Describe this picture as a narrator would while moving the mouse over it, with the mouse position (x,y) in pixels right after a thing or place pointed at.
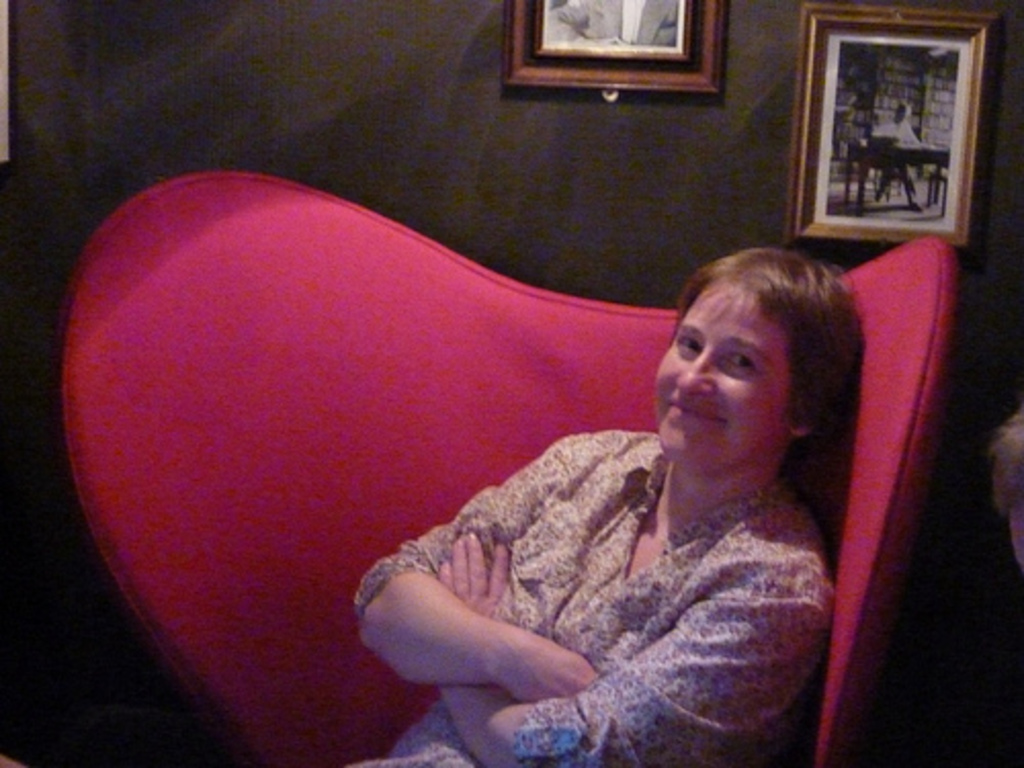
This picture shows a woman (548,588) sitting and smiling in a sofa (278,554). In the background (858,191) there are some photo frames (649,68) attached to the wall (488,157).
